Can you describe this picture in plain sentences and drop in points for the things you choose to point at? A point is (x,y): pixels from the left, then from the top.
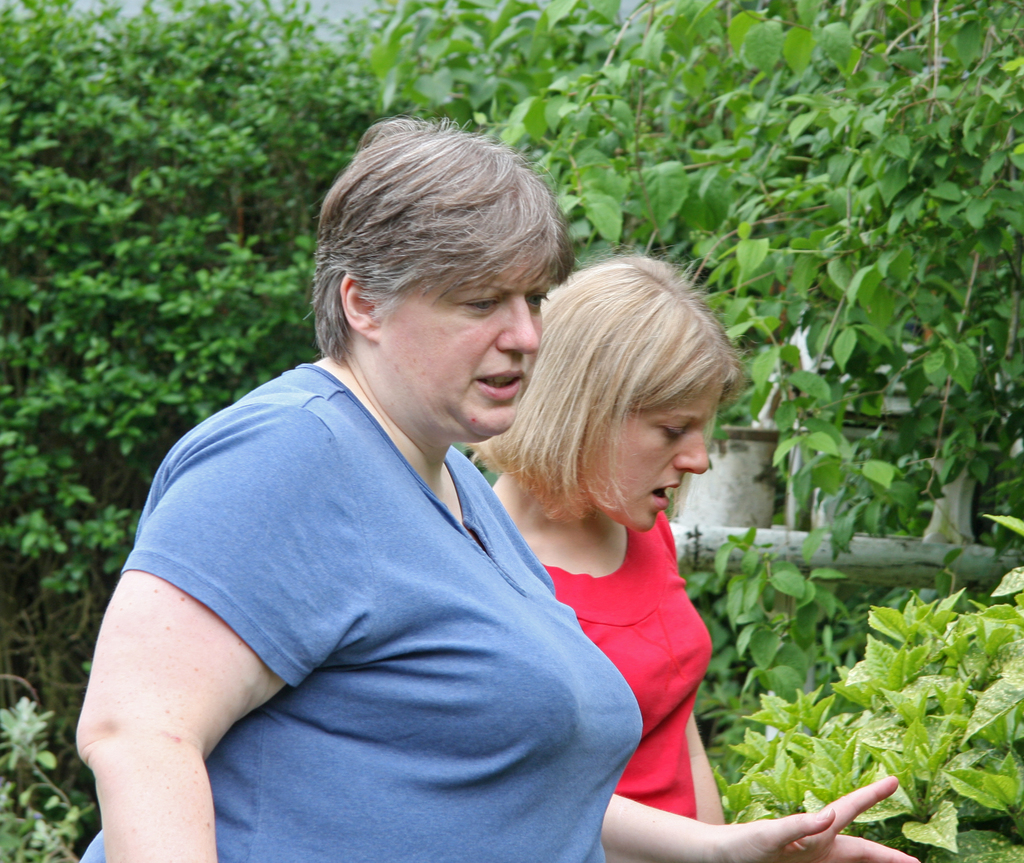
In this picture I can observe two women (549,501). There are some plants (5,327) and trees (803,464) in the background (778,135). One of the women (286,609) is wearing blue color T shirt (396,709) and the other (622,376) is wearing red color T shirt (630,672).
